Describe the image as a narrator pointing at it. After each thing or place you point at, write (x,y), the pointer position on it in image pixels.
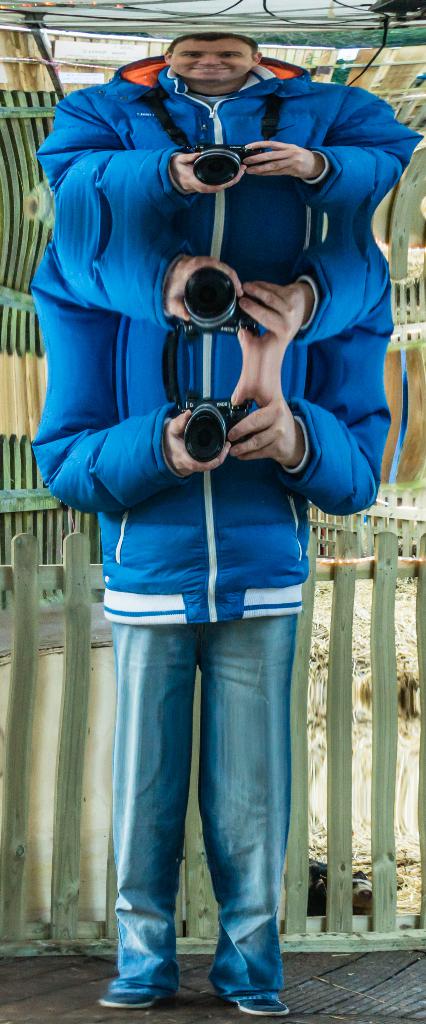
This is an edited image in this image in the center (274,544) there is one person (284,458) who is holding a camera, and in the background (5,281) there is a fence (24,920). At the bottom (398,990) there is a walkway (83,990).
